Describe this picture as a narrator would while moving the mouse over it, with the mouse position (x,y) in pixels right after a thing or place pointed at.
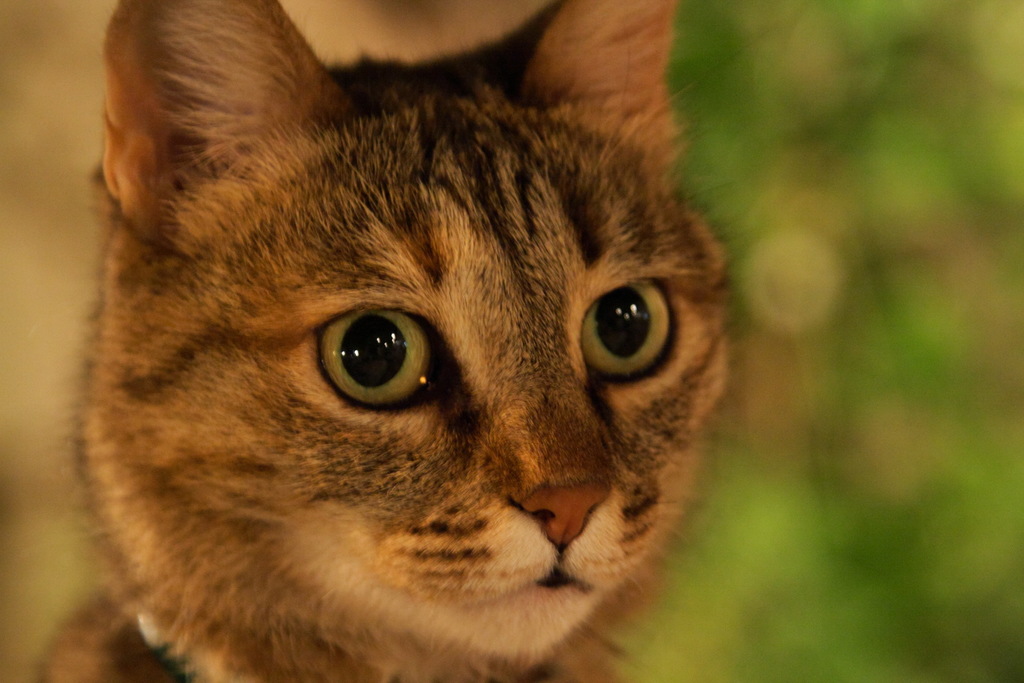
In this picture we can see brown color cat (363,667) is looking into the camera. Behind there is a blur background (948,387).
